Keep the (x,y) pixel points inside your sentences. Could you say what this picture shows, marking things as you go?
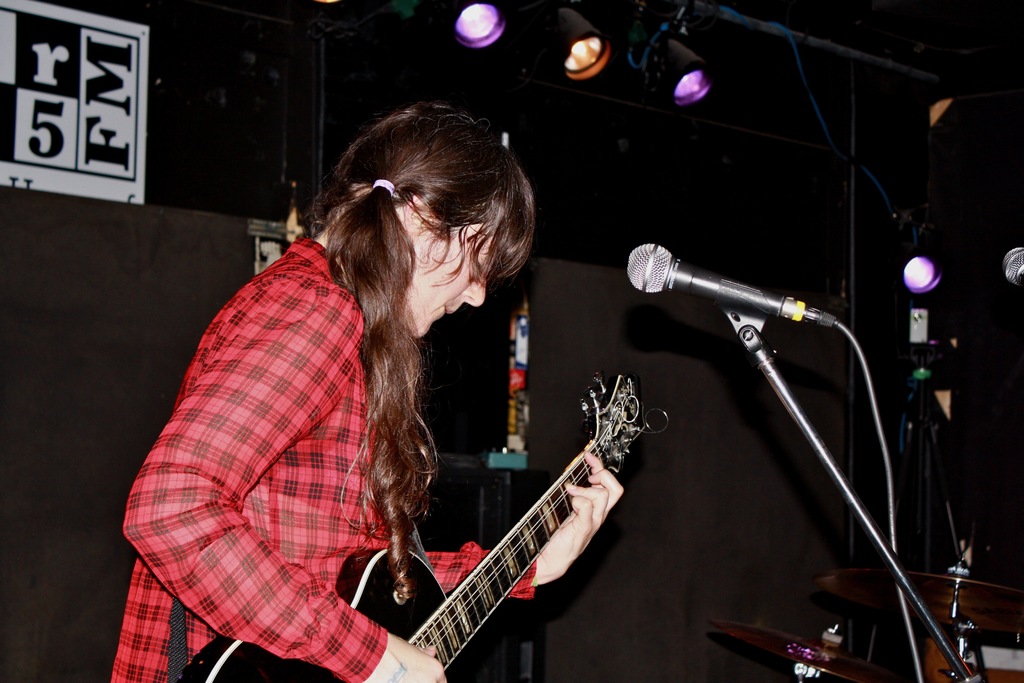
This picture shows a woman (359,489) holding a guitar (531,565) and playing it in front of a microphone (714,294) and a stand (798,413) here. In the background (690,139) there are some lights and a wall (89,211) here.
